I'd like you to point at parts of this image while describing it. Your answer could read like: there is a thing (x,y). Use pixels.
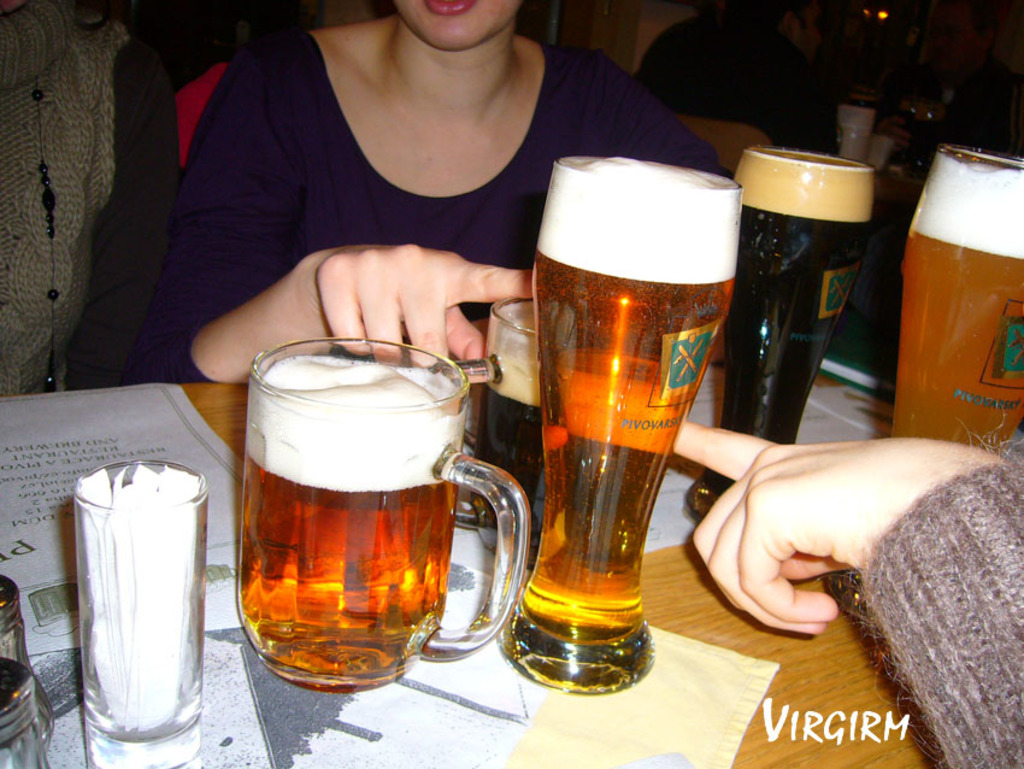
In this image there is a table (761,736), on that table (813,754) there are beer glasses (411,427), papers (604,753), around the table (781,735) there are people (143,191) sitting on chairs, in the bottom right (793,720) there is some text (877,722).
